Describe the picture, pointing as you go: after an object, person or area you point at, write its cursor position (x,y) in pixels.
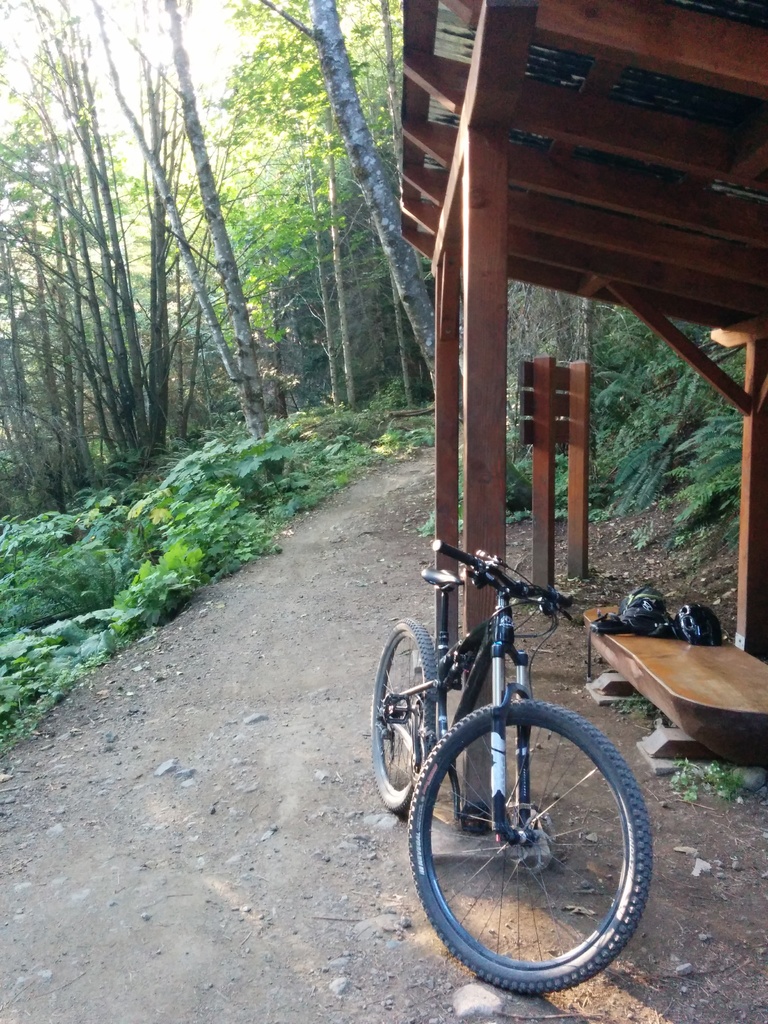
In this image I can see a bicycle (447,689) in the front (543,779). In the background (360,532) I can see a shed (449,604), a path (229,816), grass (269,507) and number of trees (307,230).
